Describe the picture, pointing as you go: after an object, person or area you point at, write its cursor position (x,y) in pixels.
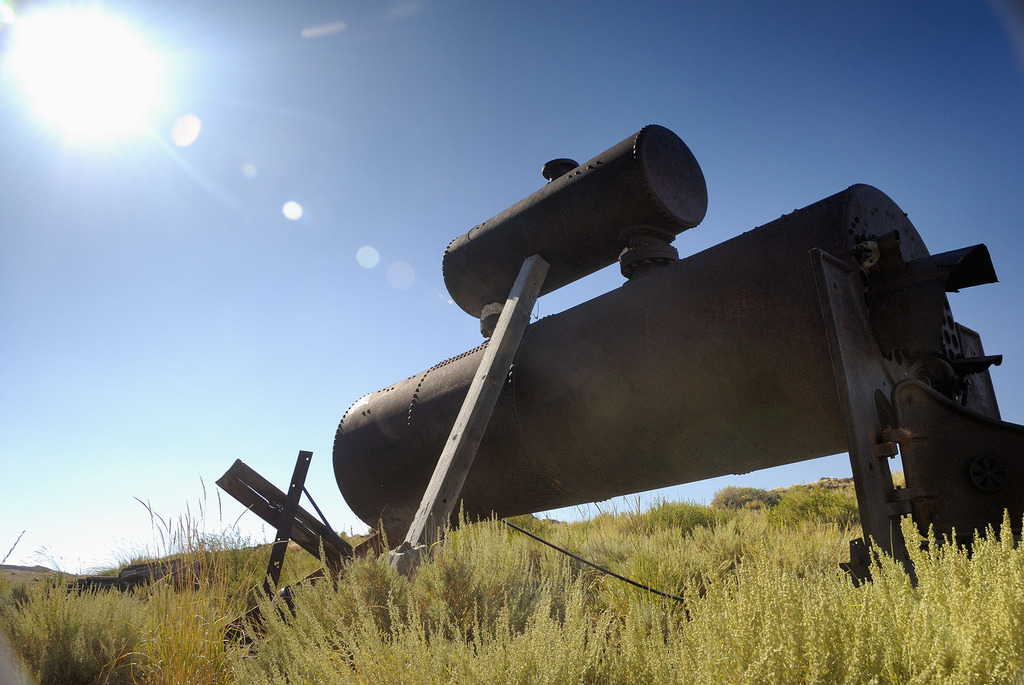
This is an outside view. Here I can see a metal object (533,381) which seems to be a machine (666,411). On the ground (501,626) I can see the grass (494,634). At the top of the image (410,172) I can see the sky (253,165) along with the sun (144,75).
